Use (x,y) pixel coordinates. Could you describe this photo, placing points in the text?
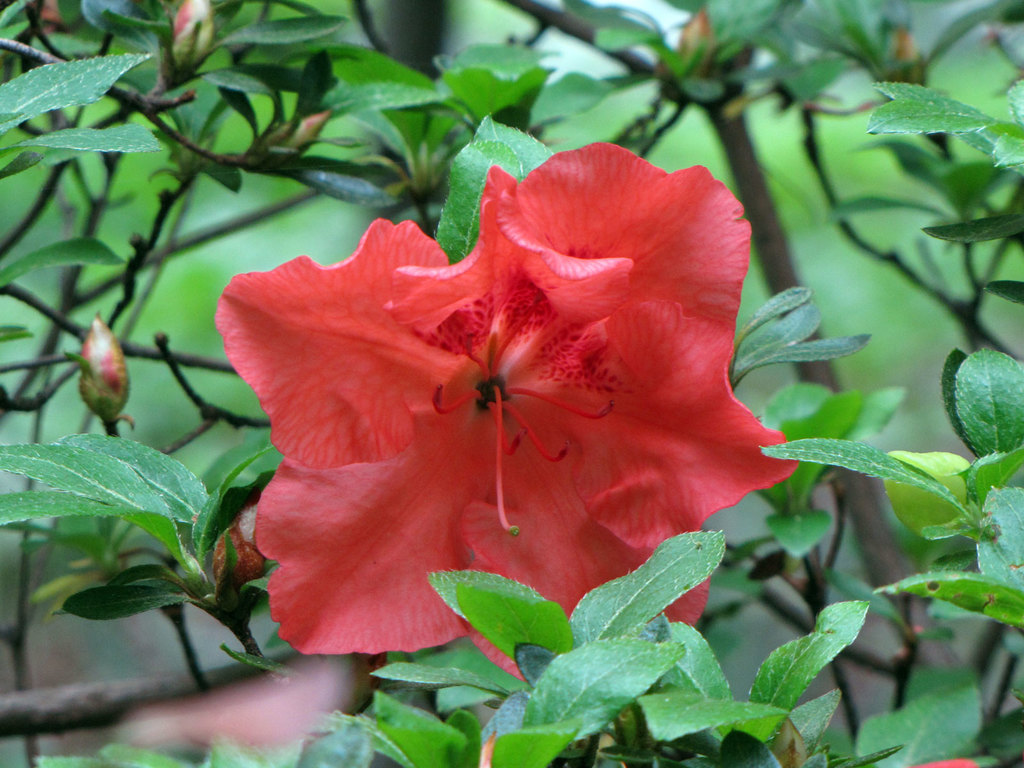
In this image we can see there is a flower (491,458) and leaves (83,77) of a tree (656,711).
